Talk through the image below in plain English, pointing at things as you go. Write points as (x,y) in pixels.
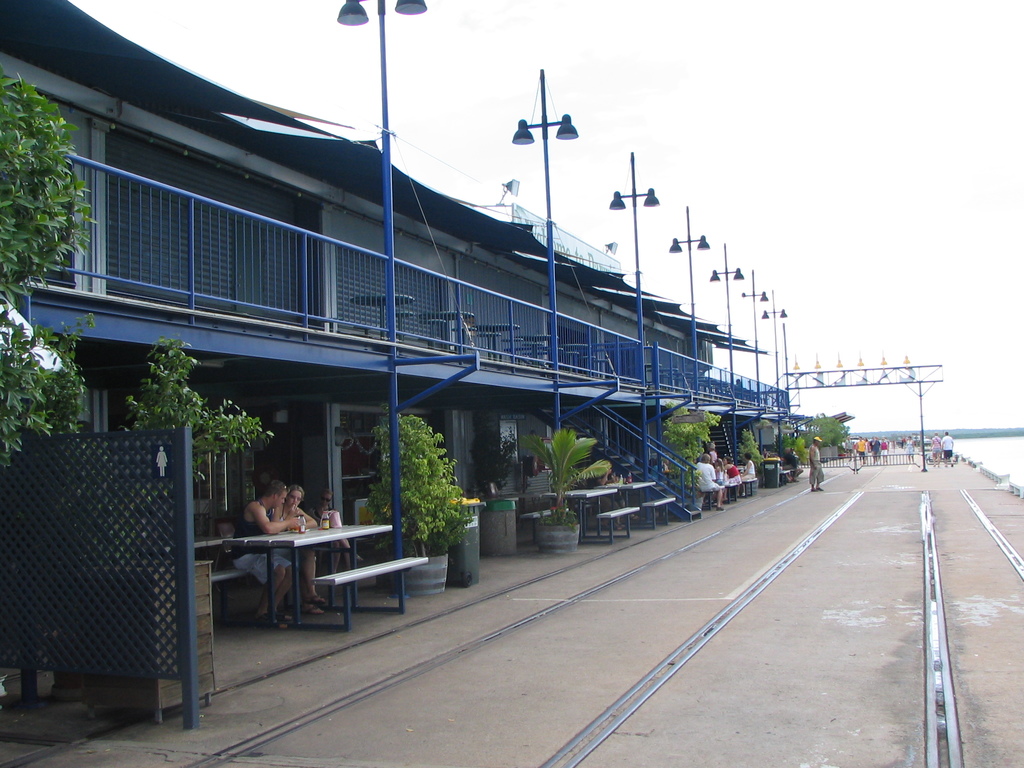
In this picture there are persons (297,561) sitting and standing. There are light poles (736,414) and there is a building (553,392), there is a railing (330,284) and there are trees (45,338). On the right side (1012,448) there is water (1022,457) and the sky (739,141) is cloudy.
